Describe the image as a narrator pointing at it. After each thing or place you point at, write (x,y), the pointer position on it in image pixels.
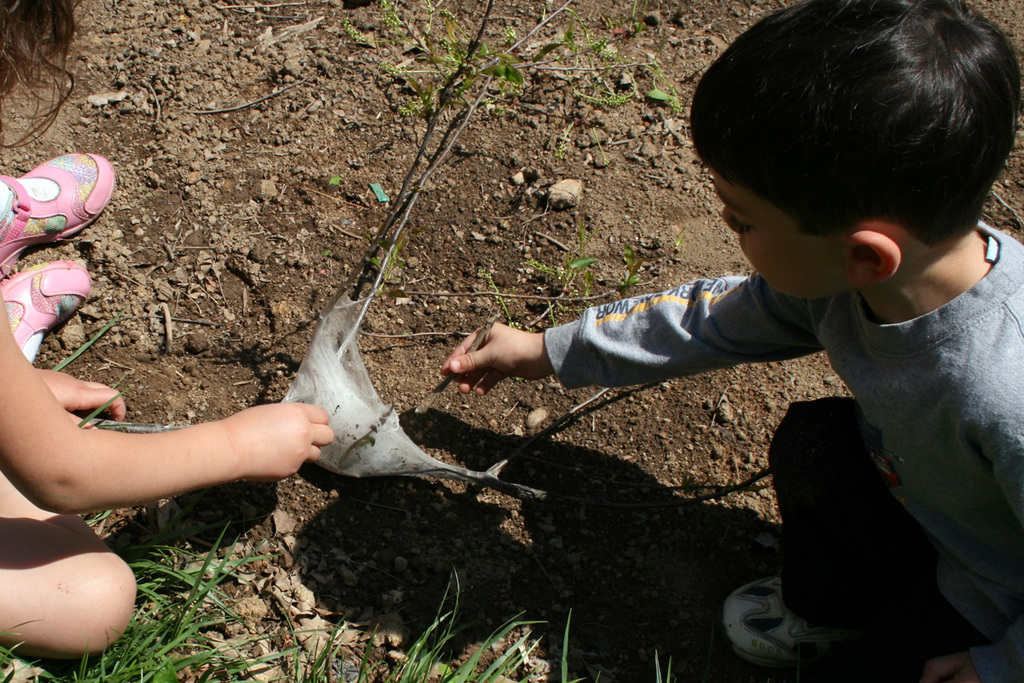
In this image there are two children (163,446) sitting and doing something on the surface (431,520), one of them is holding a wooden stick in his hand (509,371), in front of them there is a plant (455,59) and something like a cotton (365,439). At the bottom of the image (331,653) there is a grass (239,654).
